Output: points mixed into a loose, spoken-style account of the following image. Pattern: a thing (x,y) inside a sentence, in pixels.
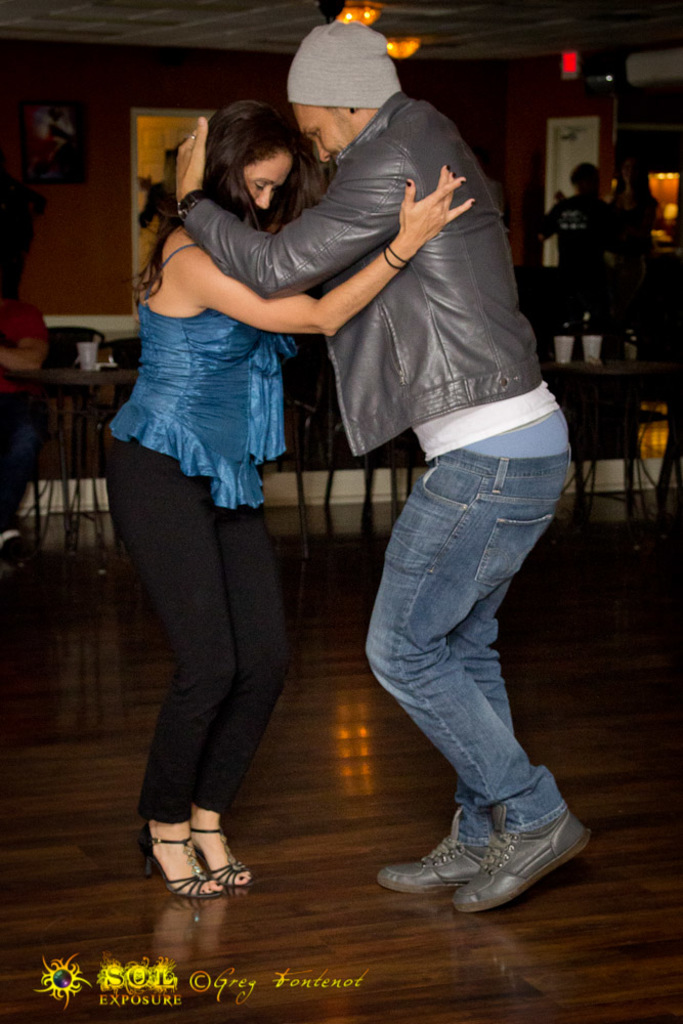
In this image we can see a woman (306,158) and man (494,729) are standing on the wooden floor (177,956). In the background (36,490), we can see the tables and chairs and we can see a few more people (650,233), here we can see doors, photo frames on the wall (33,270) and ceiling lights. Here we can see the watermark (279,973) on the bottom left side of the image (57,984).
